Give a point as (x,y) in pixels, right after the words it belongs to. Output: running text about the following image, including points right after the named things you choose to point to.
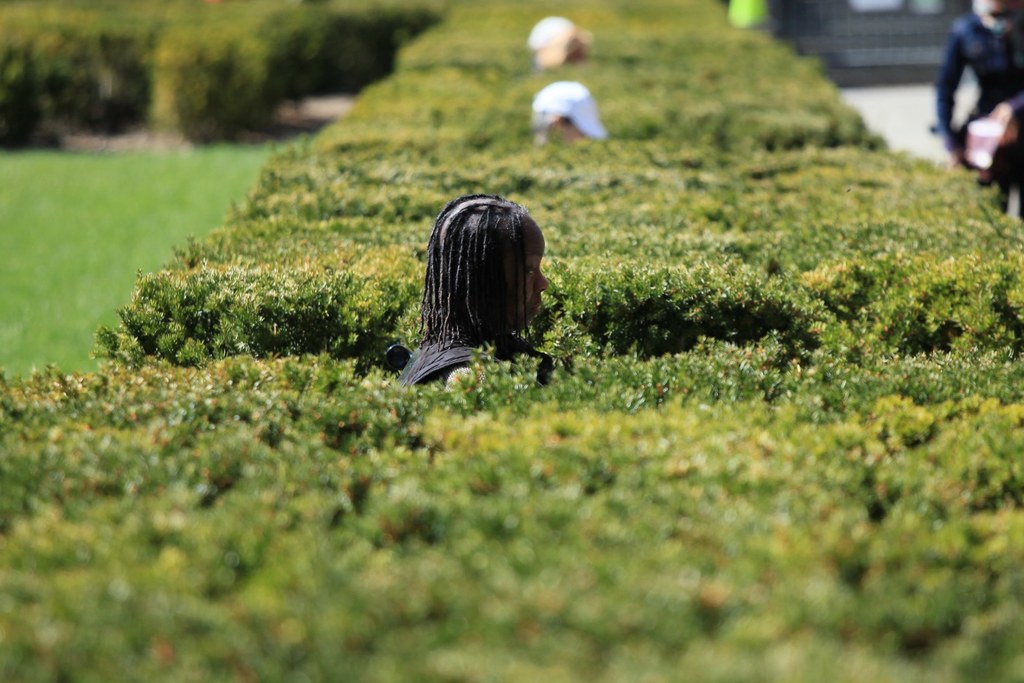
This picture shows few people (429,294) standing and a man (554,126) wore cap (556,108) on his head (569,133) and we see trees (211,131) and grass (104,231) on the ground (104,231). We see a human (983,50) standing on the side.
